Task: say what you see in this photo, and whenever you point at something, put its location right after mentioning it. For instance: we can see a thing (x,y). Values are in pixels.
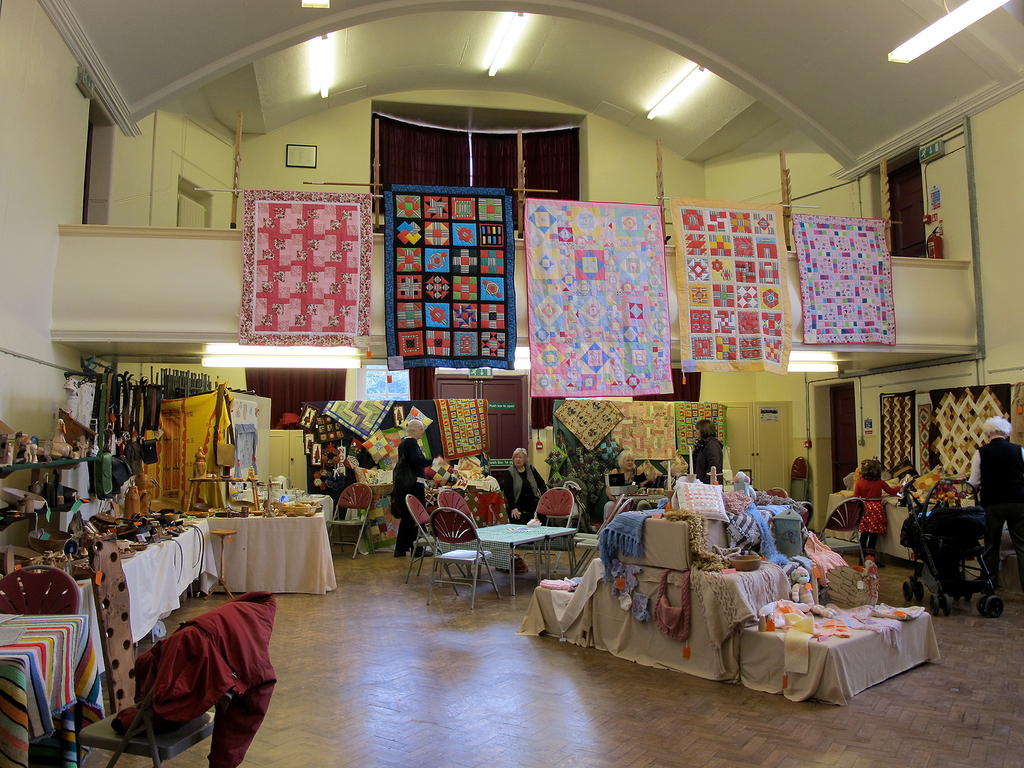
This is clicked inside a building (1006,279), there are tables (65,647) on either side of the wall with many clothes (49,657), curtains (176,448) and accessories (108,455) on it, in the middle (568,508) there are tables (812,659) and chairs (846,540) with clothes (778,615) on it and above there are bed sheets (297,222) hanging to a rope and there are lights (915,45) over the ceiling (544,79).
